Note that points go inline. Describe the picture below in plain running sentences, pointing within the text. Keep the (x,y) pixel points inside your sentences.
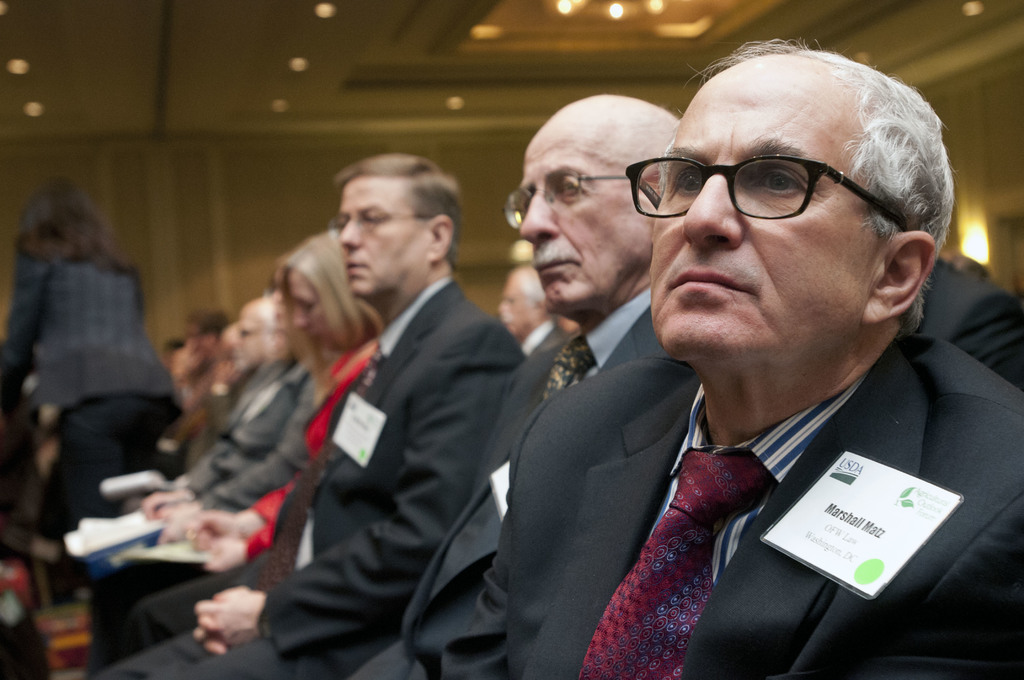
This is an inside view of a room (273,137). Here I can see many people (420,311) sitting facing towards the left side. Few people (216,547) are holding some papers (146,526) in their hands (205,520). On the left side (67,326) there is a woman (80,357) standing facing towards the back side (74,362). In the background (143,257) there is a wall (225,176). At the top of the image (320,13) I can see few lights (616,13).
